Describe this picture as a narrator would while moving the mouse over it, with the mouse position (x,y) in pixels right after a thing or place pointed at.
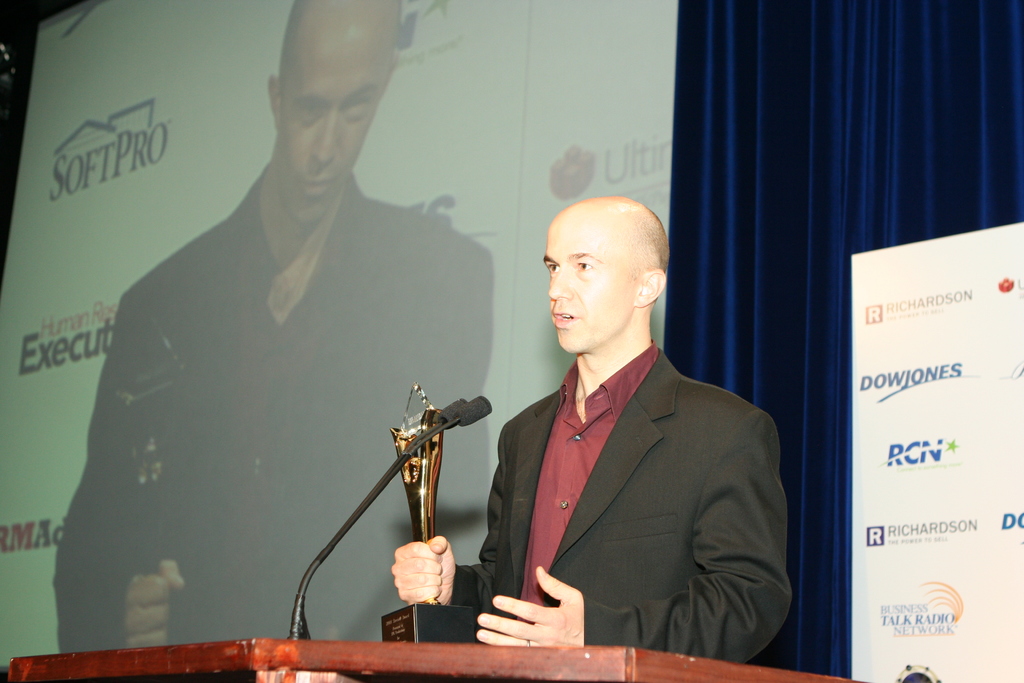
On the right side (715,570) a man (680,516) is standing near the podium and speaking into microphone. He wore a black color coat (680,532). On the left side (153,202) it's a projector screen (311,228).
